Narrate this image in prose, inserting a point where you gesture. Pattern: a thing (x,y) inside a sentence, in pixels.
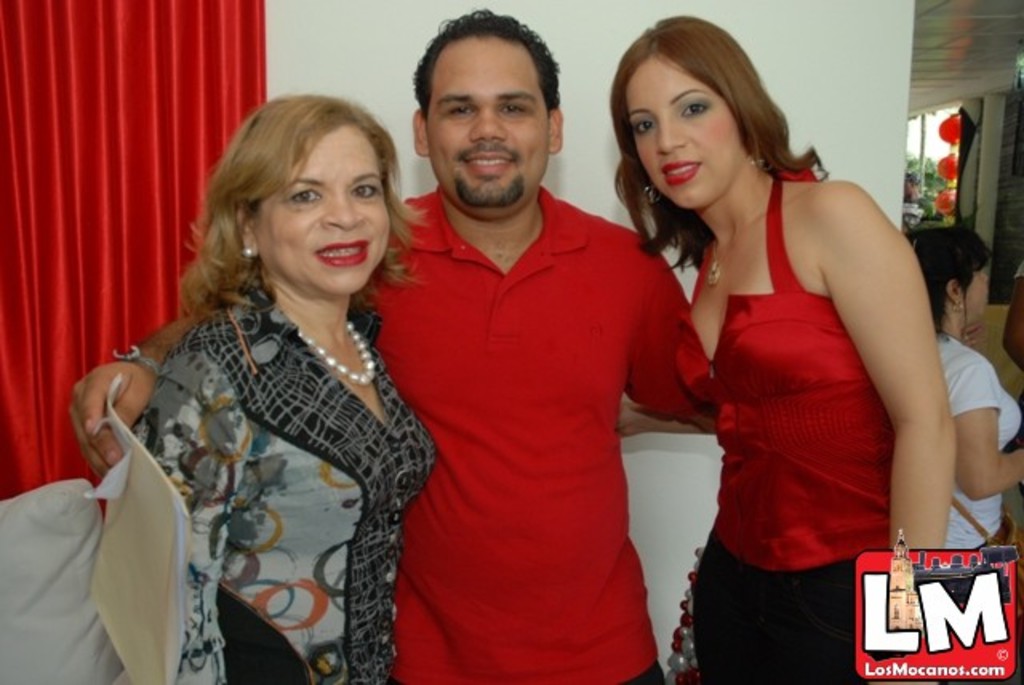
In this picture there is a man (545,362) wearing a red color t-shirt (512,527), smiling and giving a pose into the camera. Beside there are two women (293,460), smiling in giving a pose. In the background (190,172) there is a red color curtain (190,131) and white wall (809,21). On the bottom side of the image (873,553) there is a small watermark (880,598).
